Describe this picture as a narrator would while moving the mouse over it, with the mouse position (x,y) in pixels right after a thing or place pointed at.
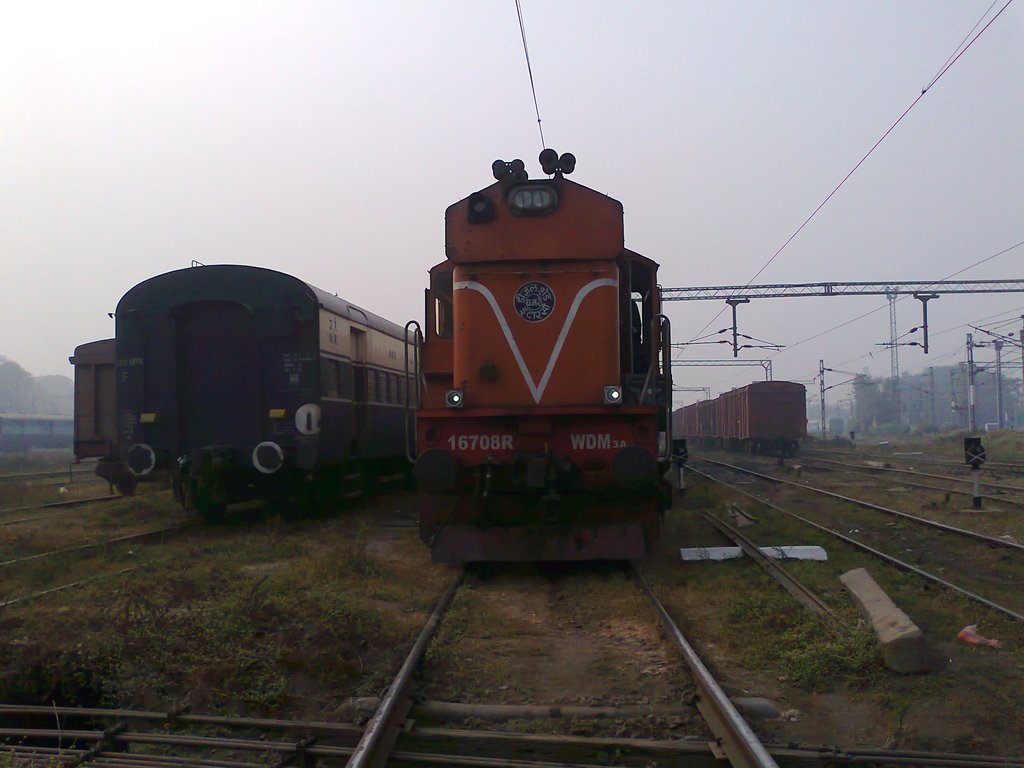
In this image we can see locomotives (455,431) on the tracks (720,483), grass (701,568), iron bars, trees (58,392), electric poles (737,345), electric cables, buildings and sky (598,166) in the background (680,176).
